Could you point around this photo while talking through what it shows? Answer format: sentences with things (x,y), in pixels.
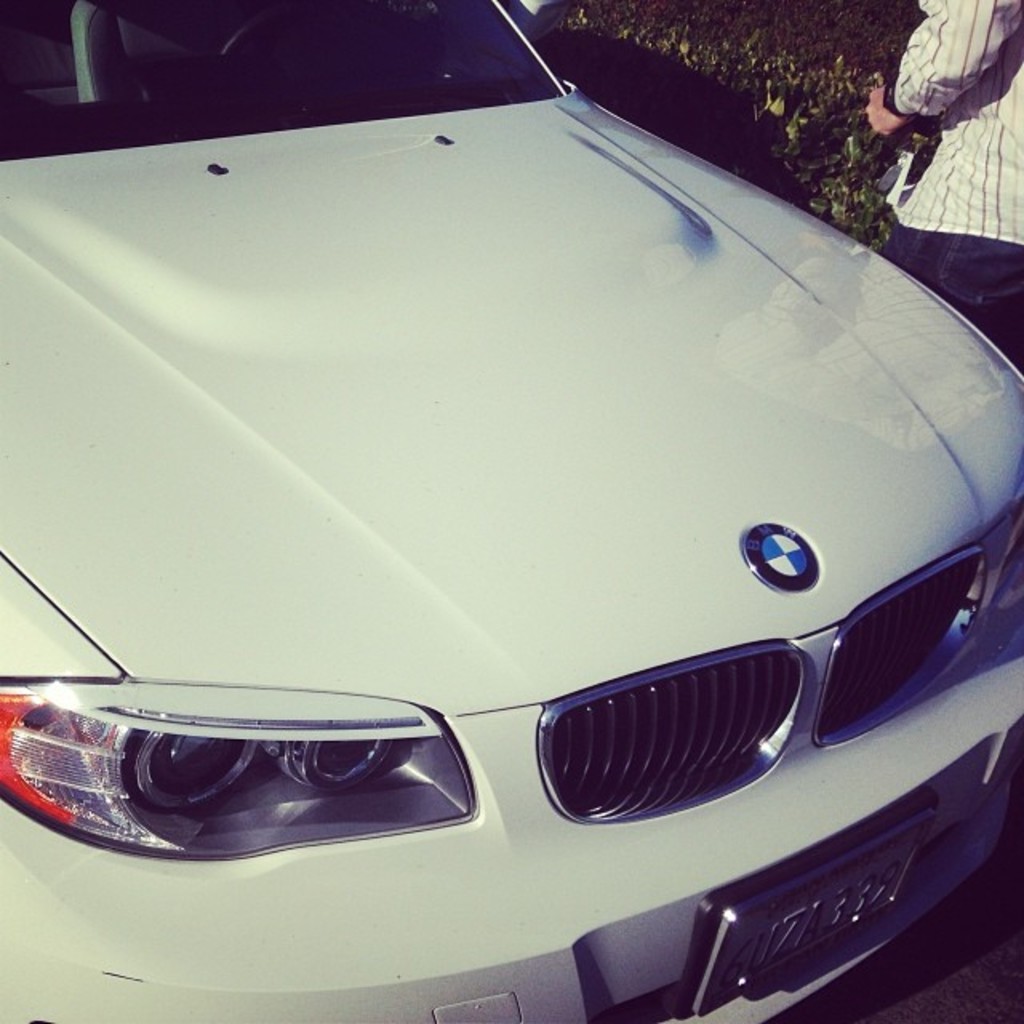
In this image we can see a car (634,499) on the road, person (941,172) standing and bushes (768,142).
